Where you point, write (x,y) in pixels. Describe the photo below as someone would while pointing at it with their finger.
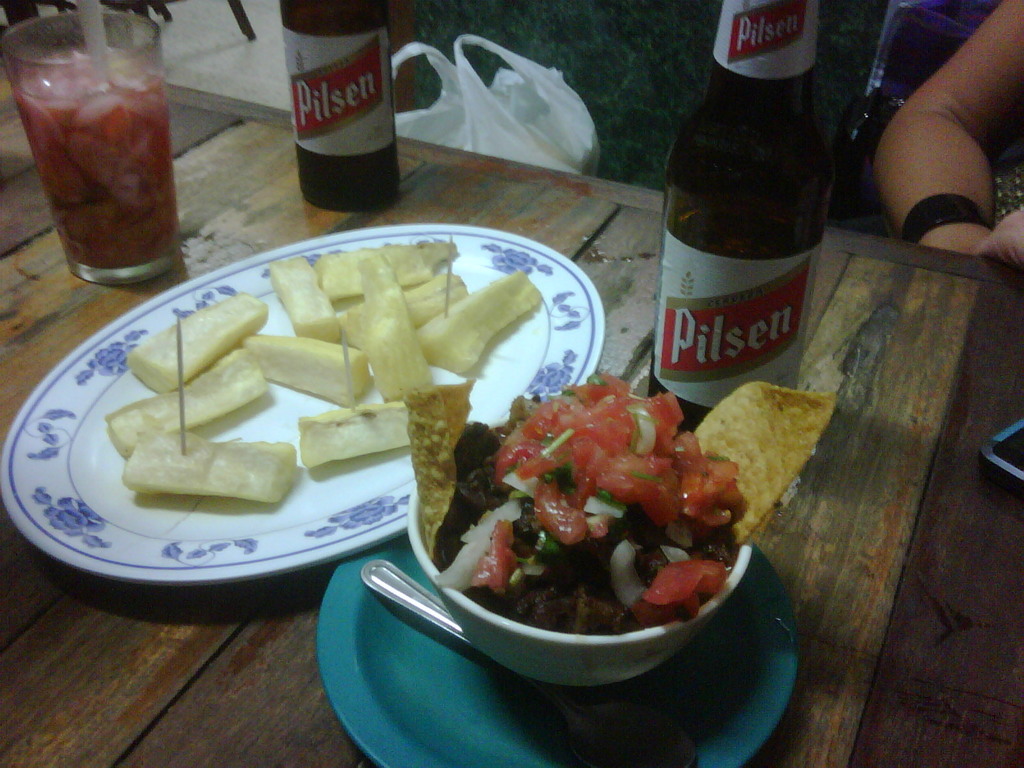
In this image I can see beverage bottles (665,352), glass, plates (504,716) and bowl (438,517) in which food items (520,516) are kept. In the background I can see a wall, chairs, person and cover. This image is taken may be in a restaurant.
